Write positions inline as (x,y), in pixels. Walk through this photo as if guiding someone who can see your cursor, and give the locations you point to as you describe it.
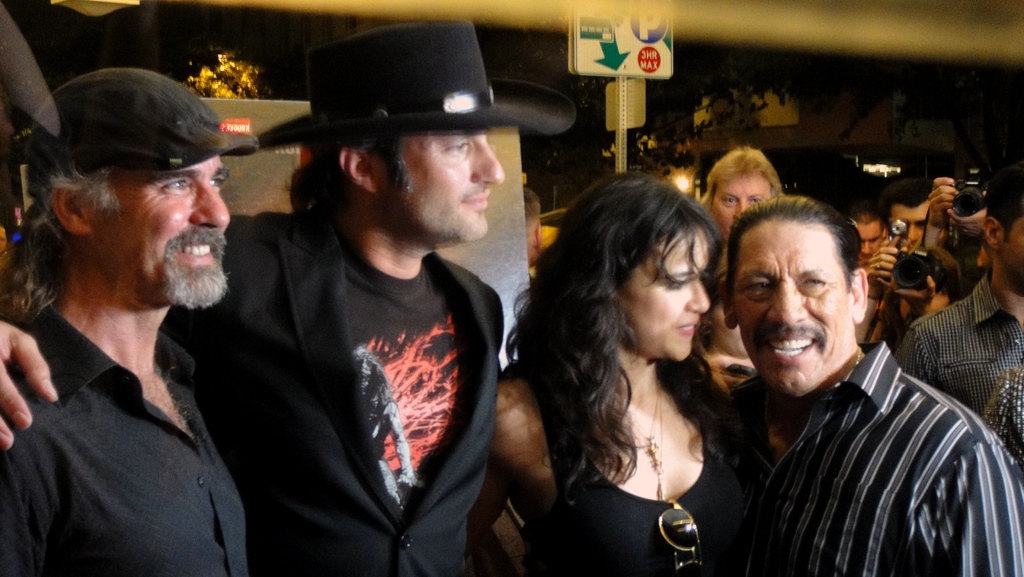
In the foreground of this picture (509,430), there are three men (905,434) and a woman (716,389) standing and posing to a camera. In the background (943,282), there is a crowd (950,297) holding camera (934,272) in their hands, trees (709,76), buildings (789,138) and a sign board (655,60).
